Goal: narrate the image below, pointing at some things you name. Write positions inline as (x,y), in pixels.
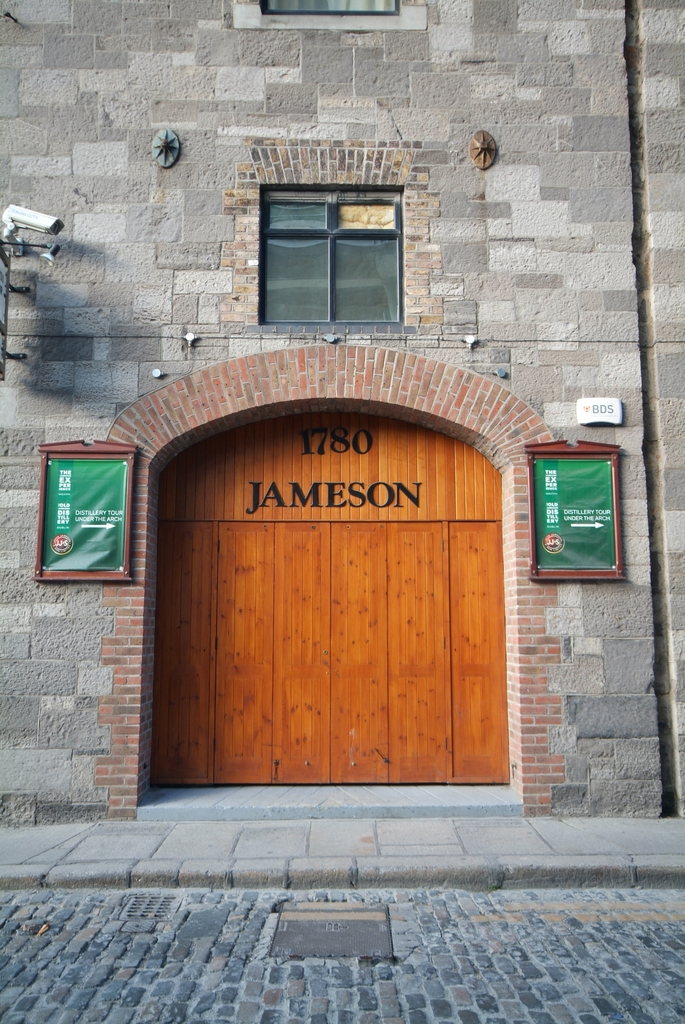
At the bottom (384,960) there is a road (263,916). In the middle of the image (341,560) I can see a part of a building (299,167). There are two windows (358,272), a wooden door (323,540) and two frames (97,493) are attached to the wall (556,317). On the left side (22,239) there is a camera (52,226).
